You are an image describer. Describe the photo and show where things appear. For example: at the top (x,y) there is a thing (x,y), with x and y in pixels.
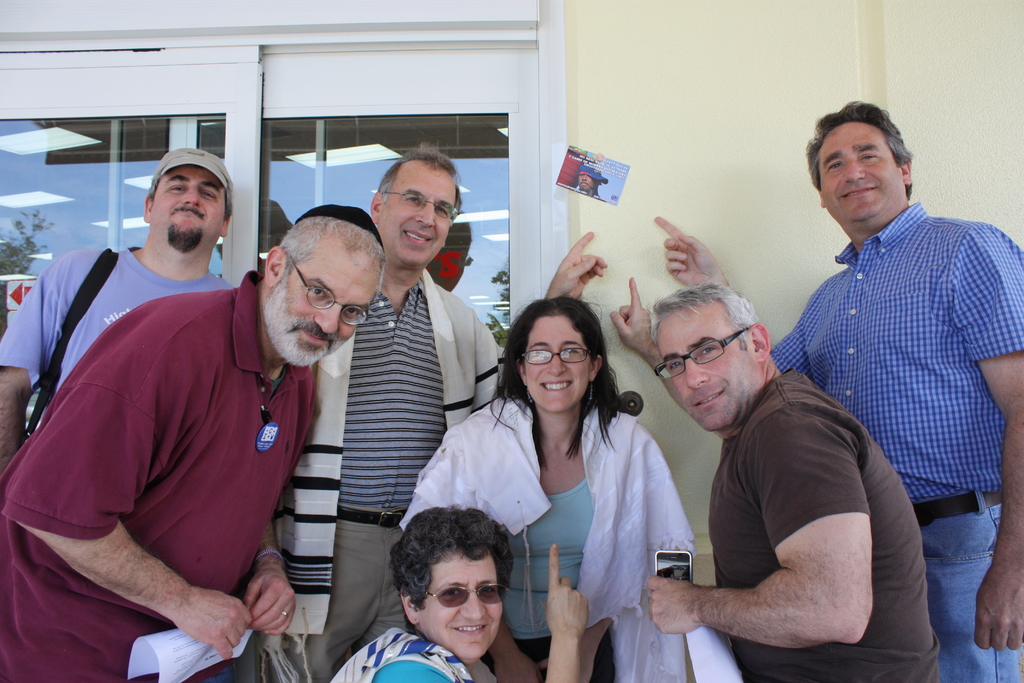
In this picture we can see some people (822,472) are standing and smiling, in the background (699,112) there is a wall (598,79) and glasses (455,121), there is a paper (589,168) pasted on the wall (637,193), a person (181,546) on the left side (215,558) is holding a paper (179,645).
